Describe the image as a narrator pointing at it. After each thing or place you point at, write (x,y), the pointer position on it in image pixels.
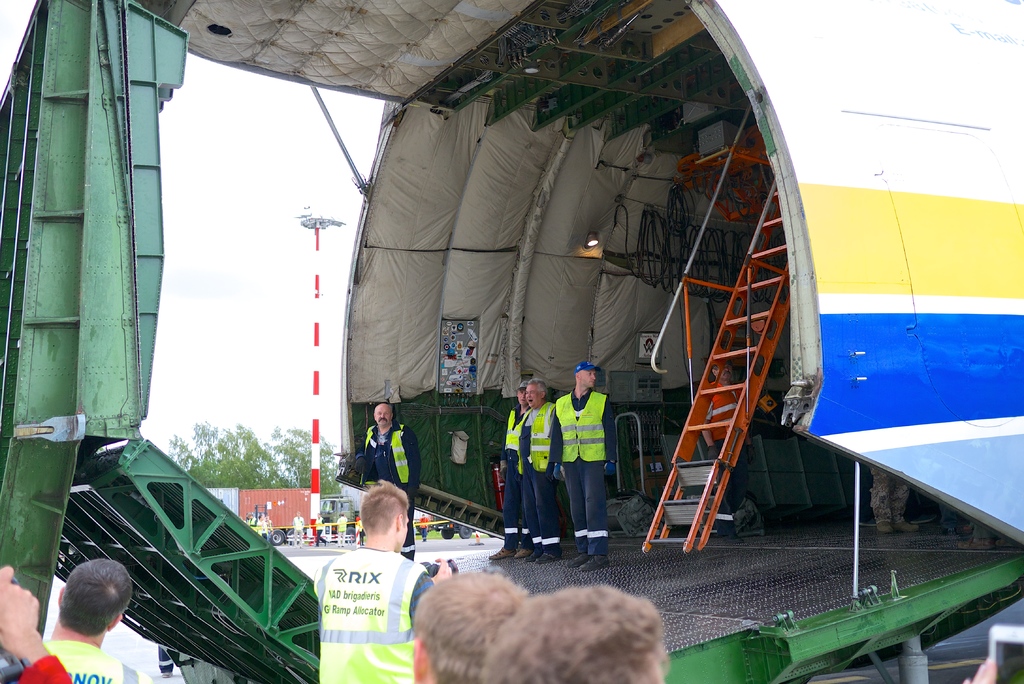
In this image, we can see people (589,434) standing inside the plane (527,340) and in the background (301,519), there are some other people (322,527) and there is a pole (315,500) and we can see vehicles (324,508) and trees (239,465). At the bottom (308,554), there is road (310,559).
